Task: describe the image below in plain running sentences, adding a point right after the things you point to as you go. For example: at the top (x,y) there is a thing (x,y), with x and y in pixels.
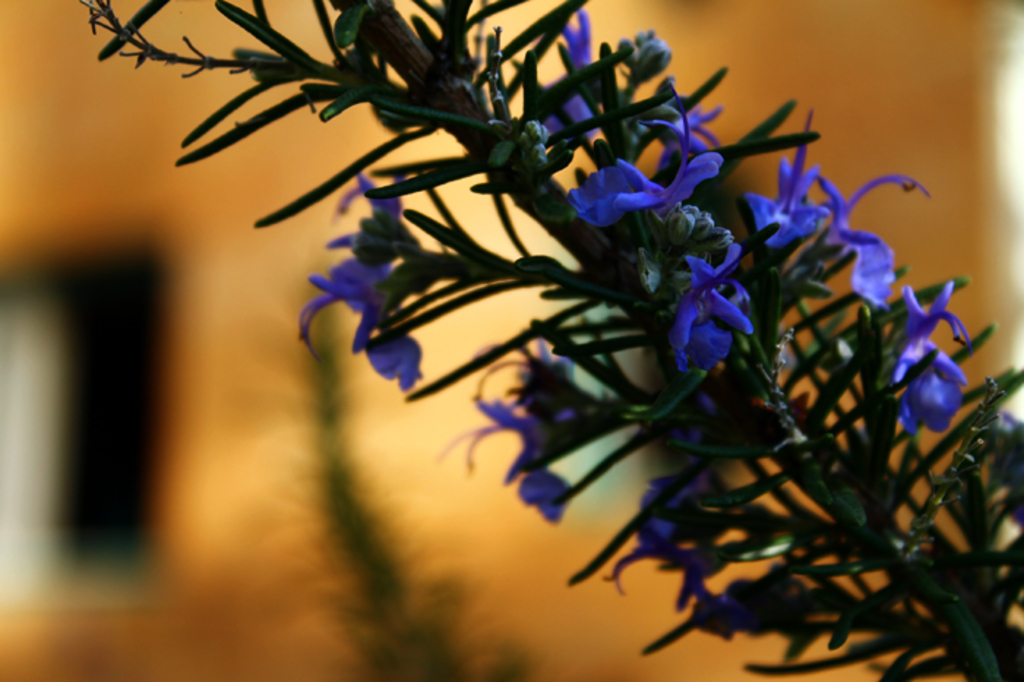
In this image in the foreground (672,289) there is a plant (579,259) and some flowers (336,296) and in the background (355,515) there is some plant (338,497), wall (165,333) and the background (99,196) is blurred.
